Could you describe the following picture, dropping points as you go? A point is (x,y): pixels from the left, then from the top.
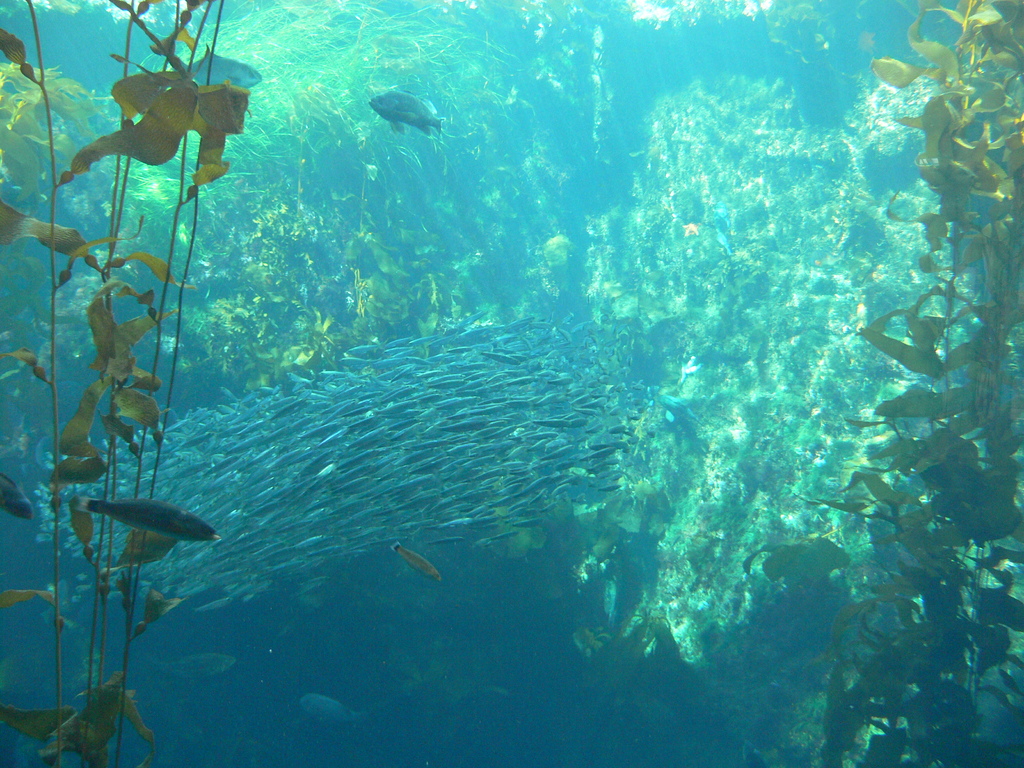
In this image there are fishes (618,420) and plants (246,279) in the water (450,300).
